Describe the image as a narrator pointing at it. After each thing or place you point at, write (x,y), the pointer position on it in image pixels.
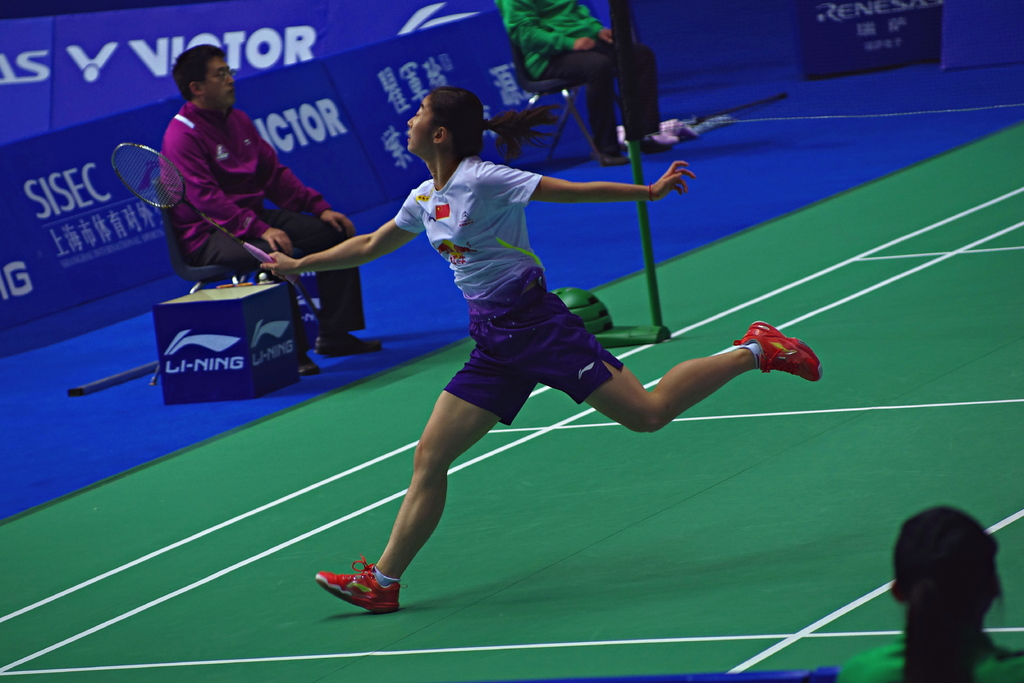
As we can see in the image there are four people (254,196) and two of them are sitting on chairs (213,267) and there is a box (214,322) over here and this women (473,350) is running.
